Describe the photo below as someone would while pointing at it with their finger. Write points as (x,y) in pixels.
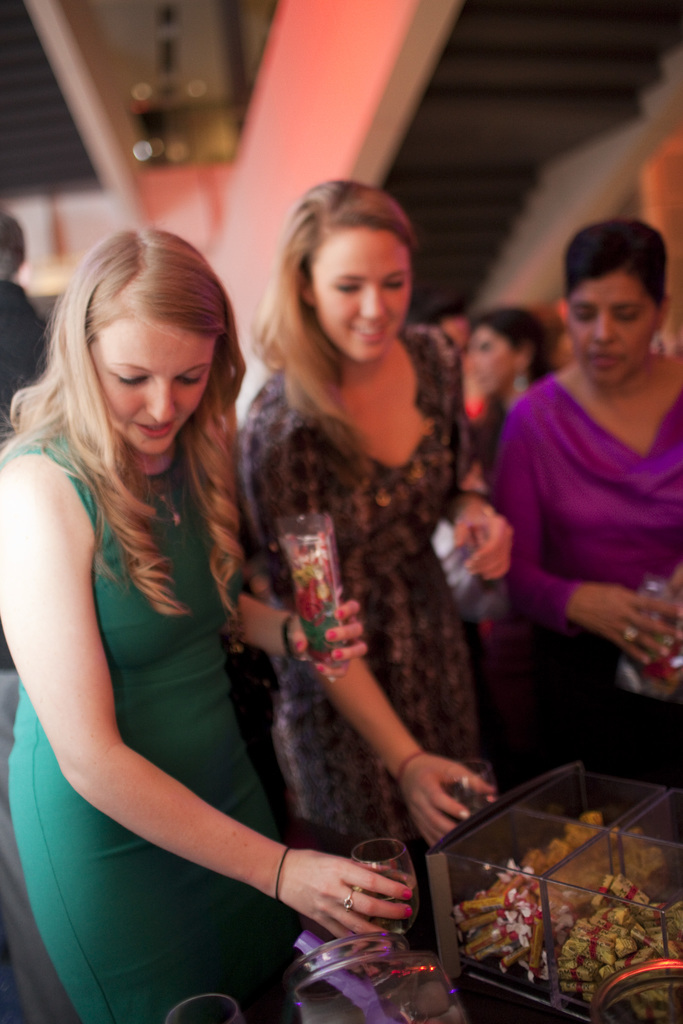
In this image there are three women (359,479) holding glasses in their hands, having a smile on their face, in front of them there is a glass jar (549,855) with candies (483,899) in it, behind the women (333,304) there are a few other people (484,348).
